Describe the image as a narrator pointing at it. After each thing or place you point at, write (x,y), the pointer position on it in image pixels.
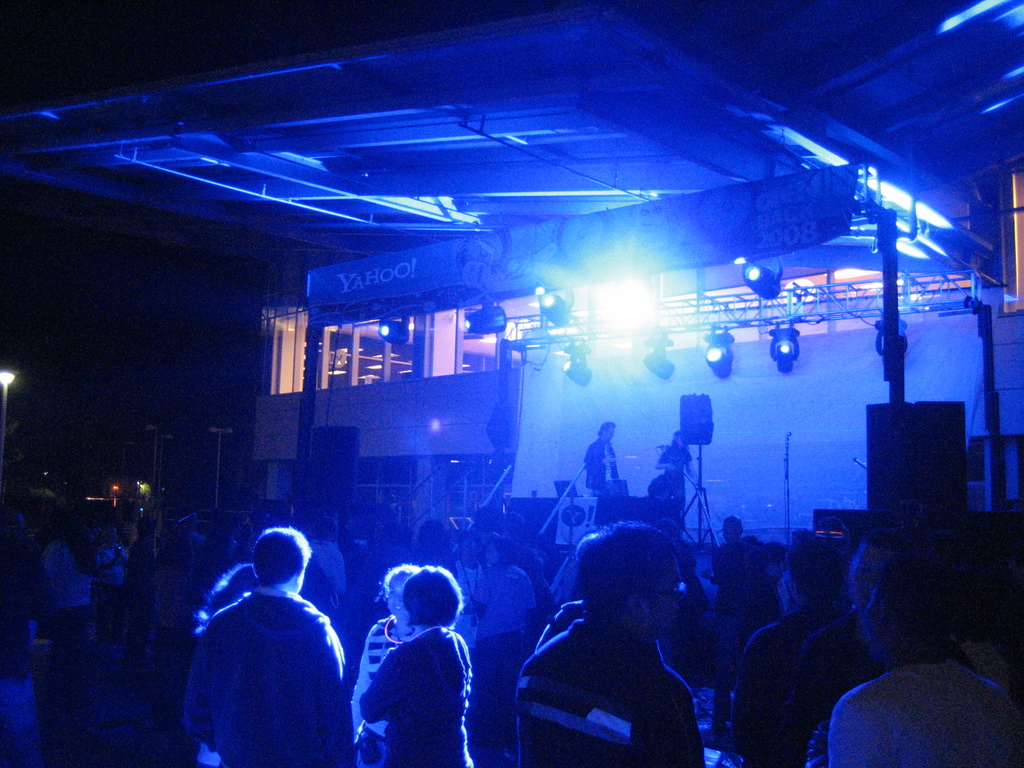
In this picture we can see a group of people (351,726) standing where two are on the stage (589,487), speakers (940,456), lights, banners (681,237), building (361,357), poles (312,359) and some objects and in the background (145,419) it is dark.
